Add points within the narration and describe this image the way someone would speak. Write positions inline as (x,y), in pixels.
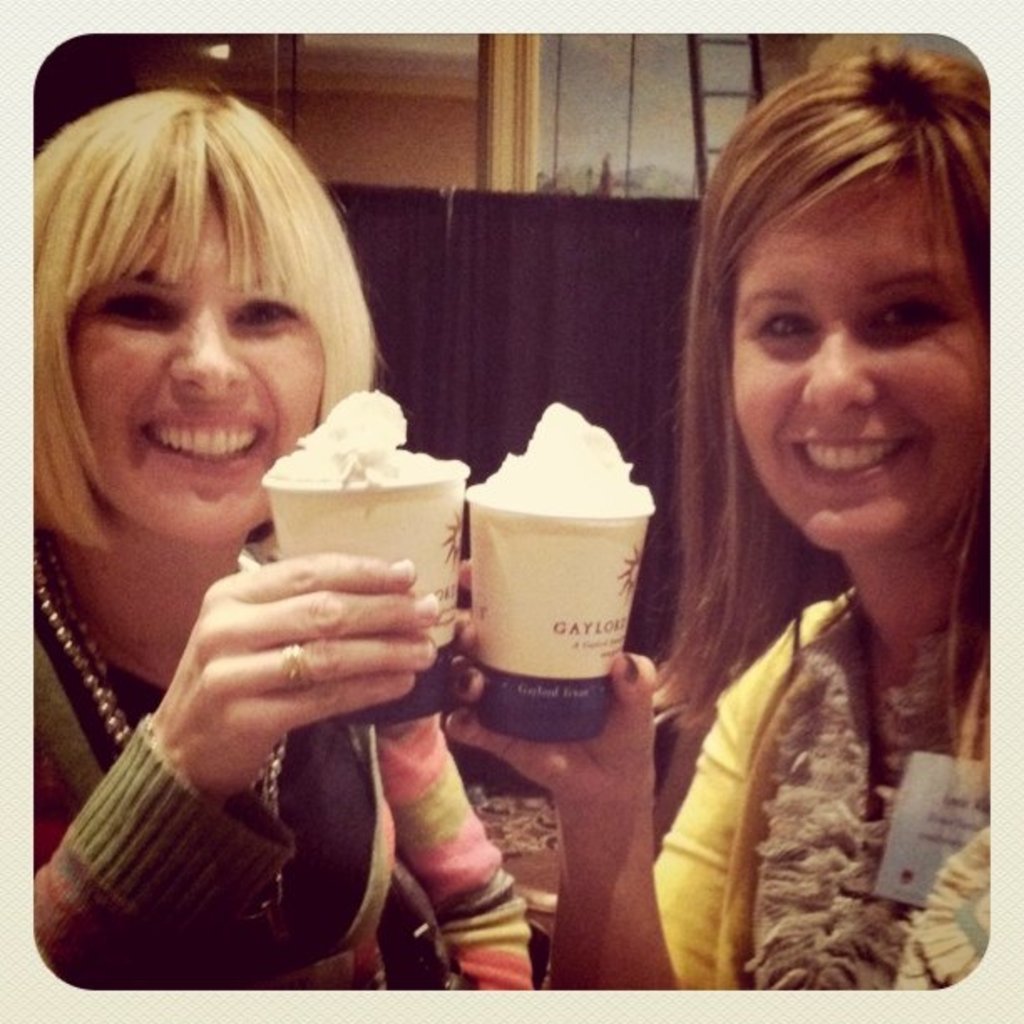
In this image we can see women (755,336) and cups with a food item (392,432). In the background of the image (575,335) there is a curtain (643,276), ladder (698,83), wall (601,93) and other objects (480,80).
